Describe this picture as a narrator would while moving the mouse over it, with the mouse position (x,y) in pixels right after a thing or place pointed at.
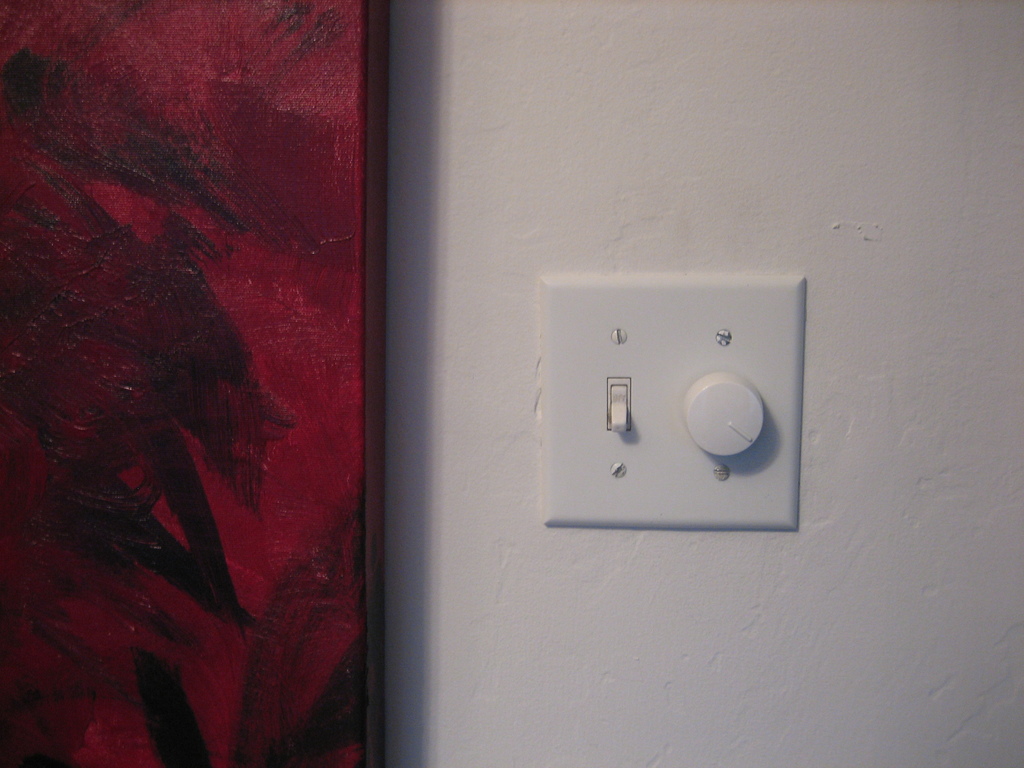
In this picture I can see a switch (616,382) and a ceiling fan regulator (733,411) on the wall (668,672) and looks like a painting (220,447) on the left side of the picture (138,106).
